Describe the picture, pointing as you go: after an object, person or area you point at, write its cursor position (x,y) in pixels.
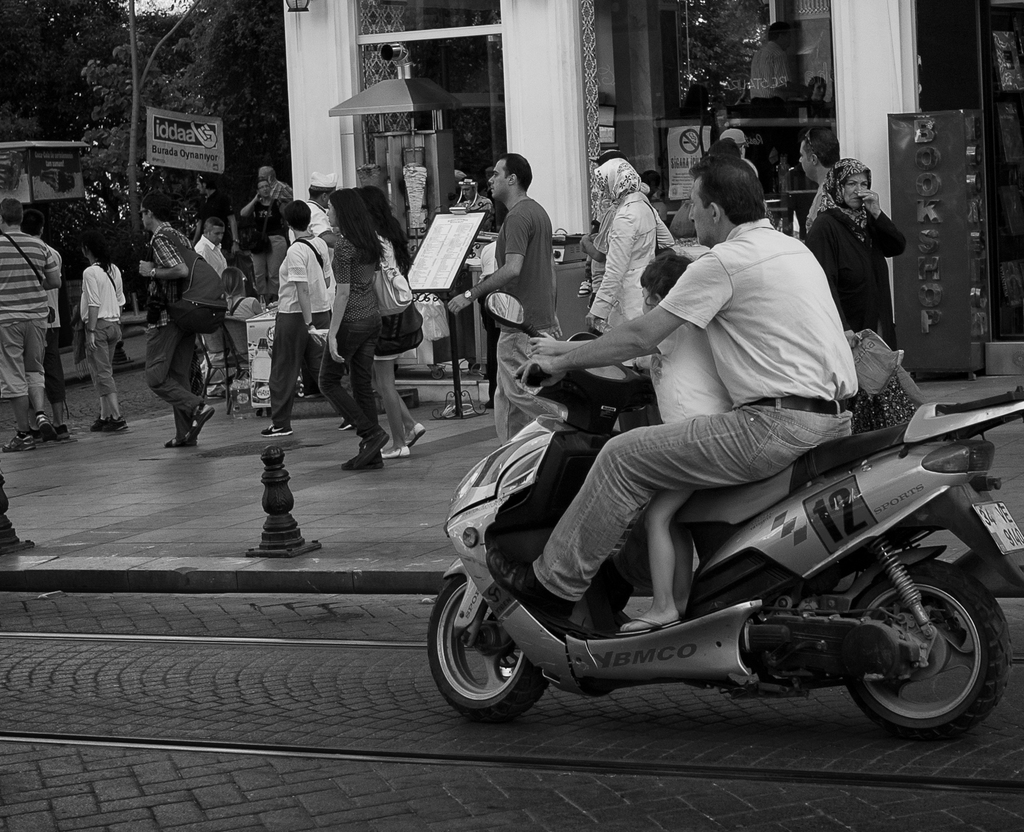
A man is riding a Scooter (473,706) on the road (564,729). On the middle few people (282,354) are walking behind them there is a building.
